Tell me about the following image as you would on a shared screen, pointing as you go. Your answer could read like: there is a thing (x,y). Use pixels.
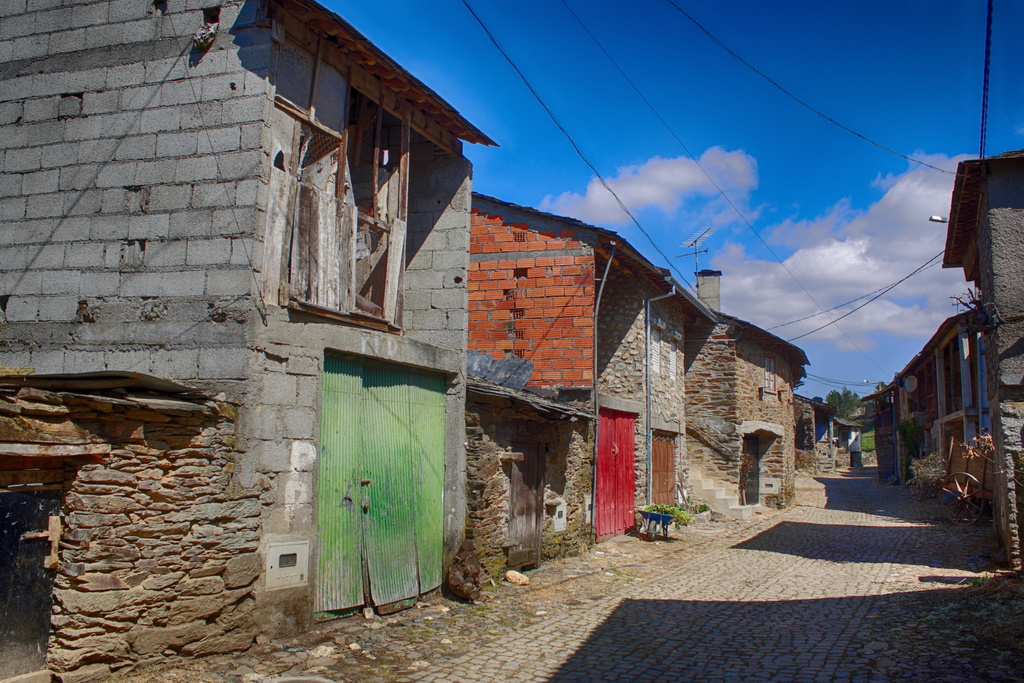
In this image we can see houses (582,352), object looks like a wheel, electrical pole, trees (828,400) and in the background (597,106) we can see the sky (619,161).
